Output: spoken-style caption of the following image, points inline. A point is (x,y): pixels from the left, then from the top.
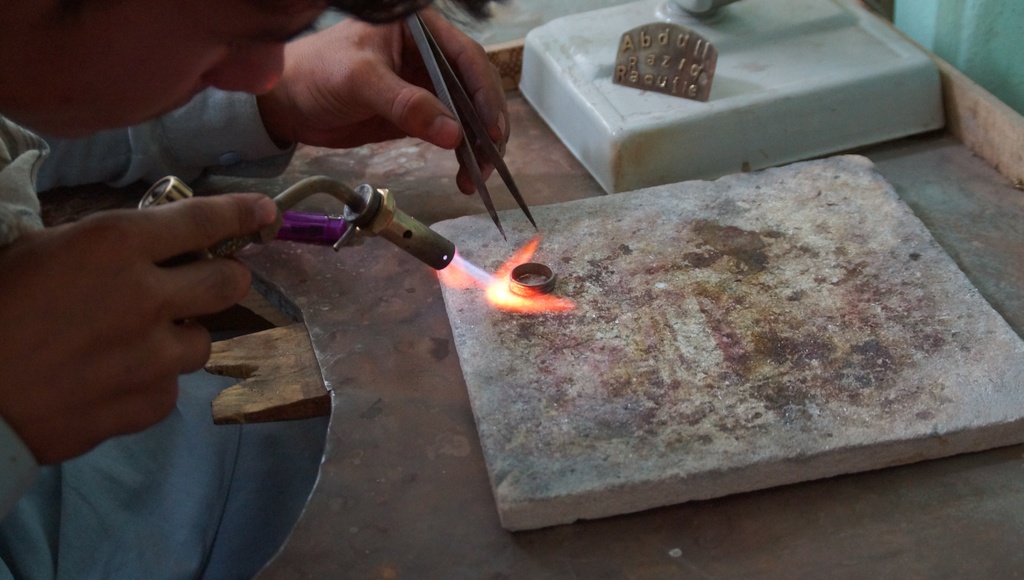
In this picture we can see a person (195,436) holding tools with his hands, here we can see a stone (558,383), flame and some objects (852,131).
